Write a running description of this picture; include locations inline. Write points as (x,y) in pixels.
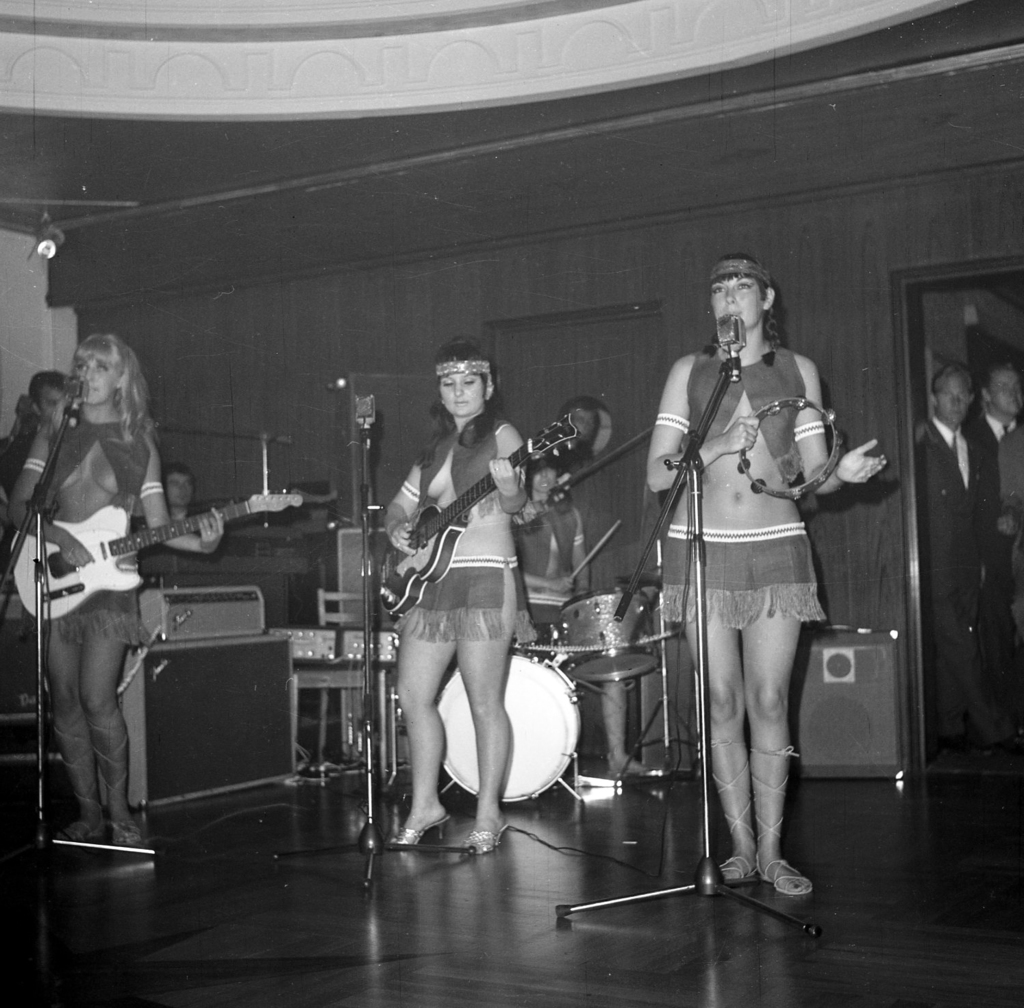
As we can see in the image there is a wall (810,234), few people (1000,401) here. The women (65,459) who are standing in the middle (403,513) and in the left side (111,579) are holding guitars (76,596) and the women (741,520) who is standing over here is singing song on mic (737,352).
